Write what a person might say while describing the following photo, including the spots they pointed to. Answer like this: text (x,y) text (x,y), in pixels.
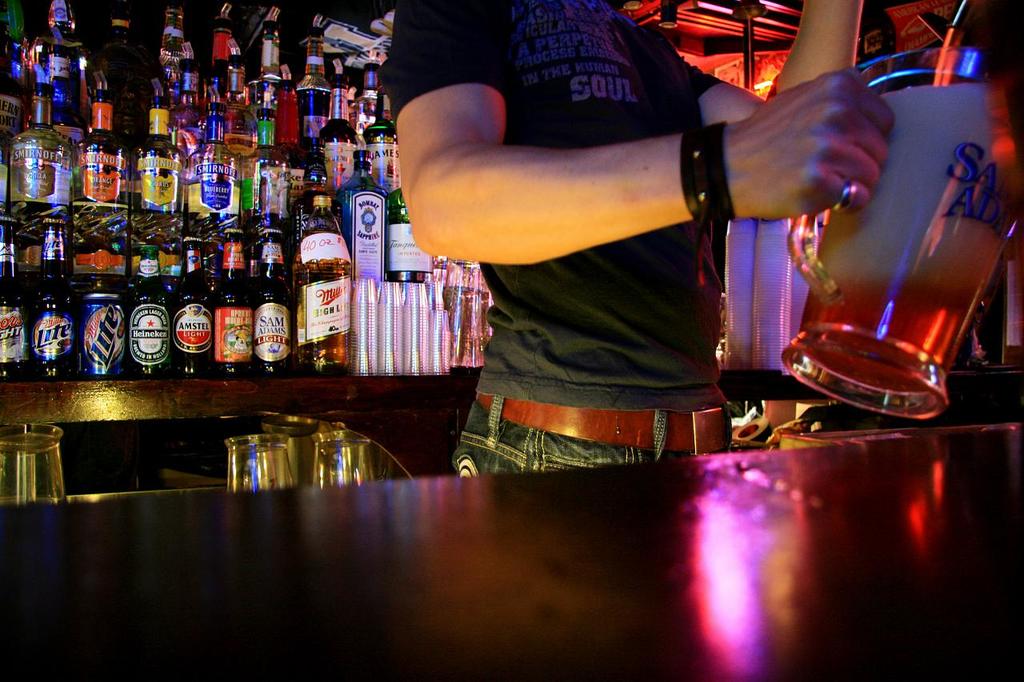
In this picture we can see a platform (678,555) and a person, he is holding a jug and in the background (1021,346) we can see bottles (103,156) and some objects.
